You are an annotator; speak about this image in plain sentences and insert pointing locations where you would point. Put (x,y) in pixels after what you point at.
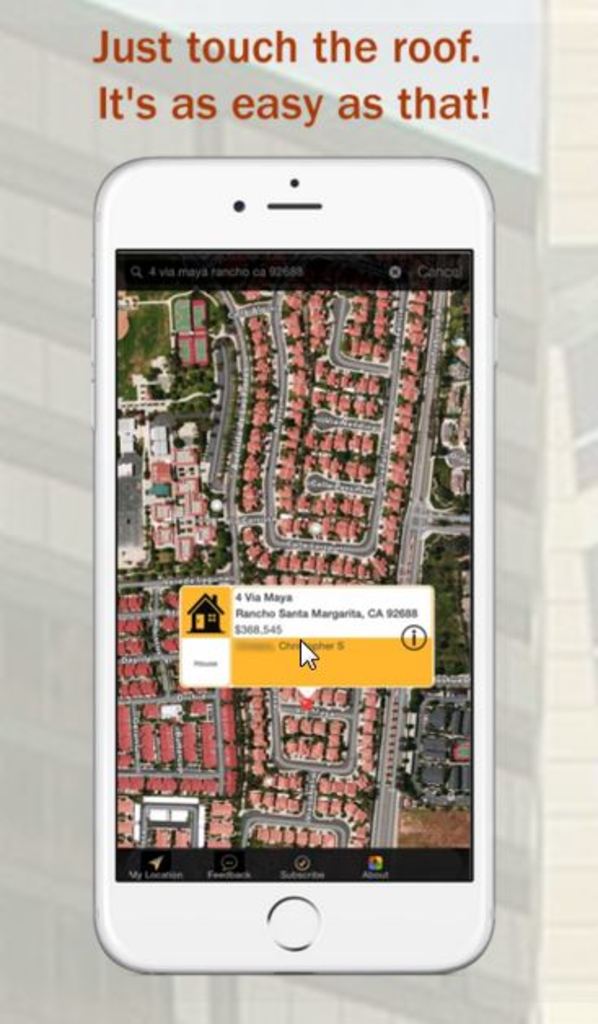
This image consists of a poster (365,656) with an image of a mobile phone (289,520) and there is a text (212,62) on it. On the screen (430,572) there is a map (230,351).
